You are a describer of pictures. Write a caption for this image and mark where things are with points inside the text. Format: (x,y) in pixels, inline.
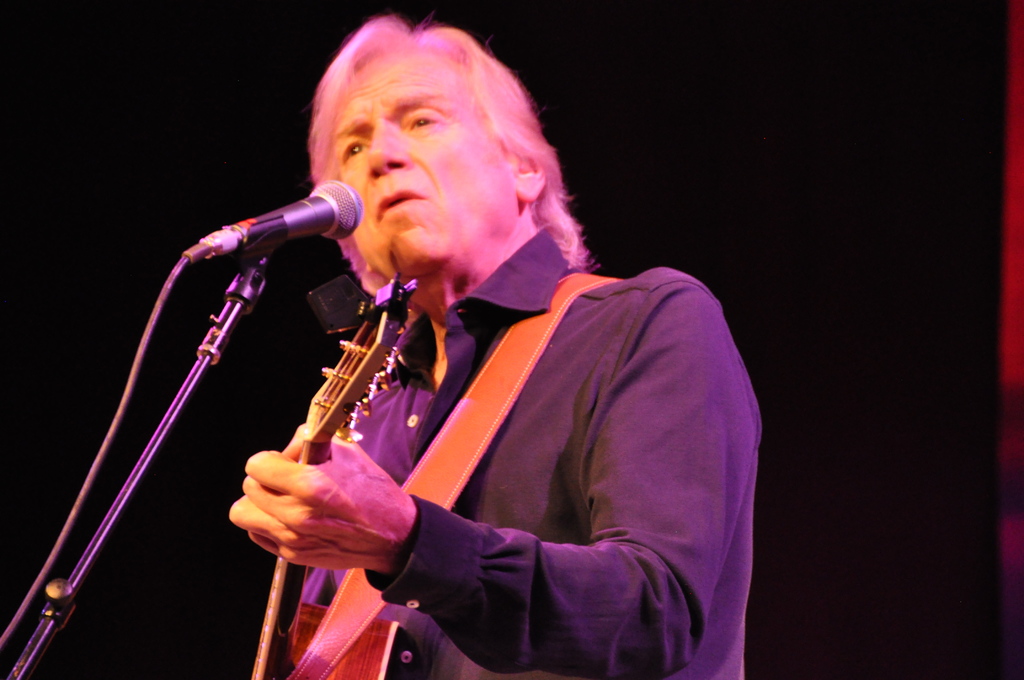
In this image we can see there is a person (526,536) playing guitar (321,418), in front of the person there is a mic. The background (681,178) is dark.
